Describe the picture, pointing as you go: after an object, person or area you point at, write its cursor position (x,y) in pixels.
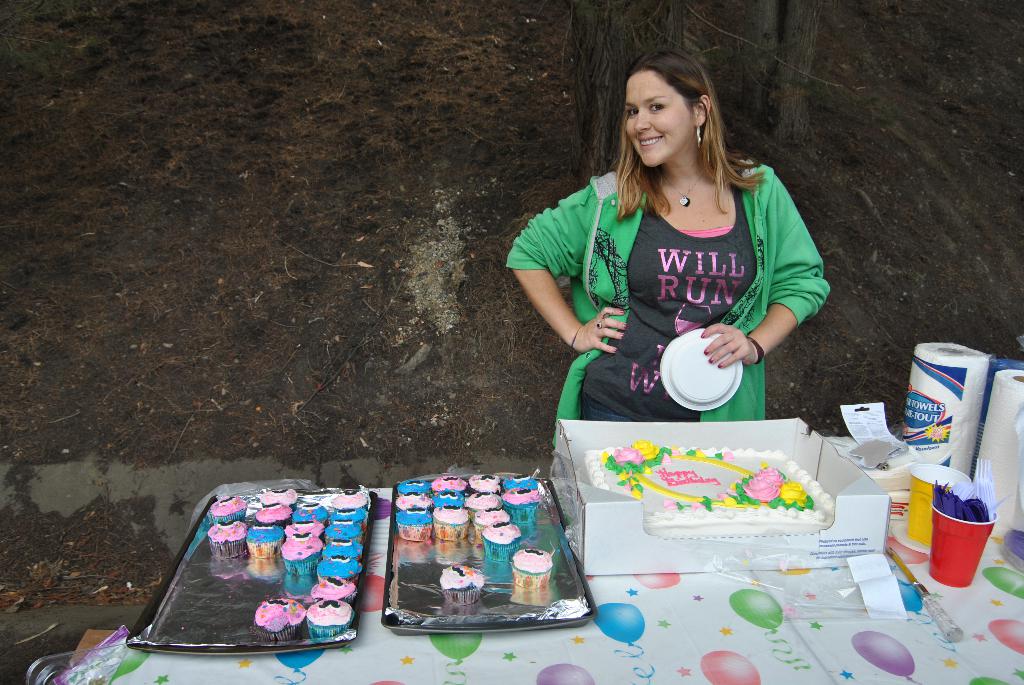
In this picture we can see a woman (731,203), she is holding a plate (692,372), in front of her we can see a cake (730,451), cupcakes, glasses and some objects (245,642) and in the background (543,343) we can see the ground (484,297), tree trunks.
